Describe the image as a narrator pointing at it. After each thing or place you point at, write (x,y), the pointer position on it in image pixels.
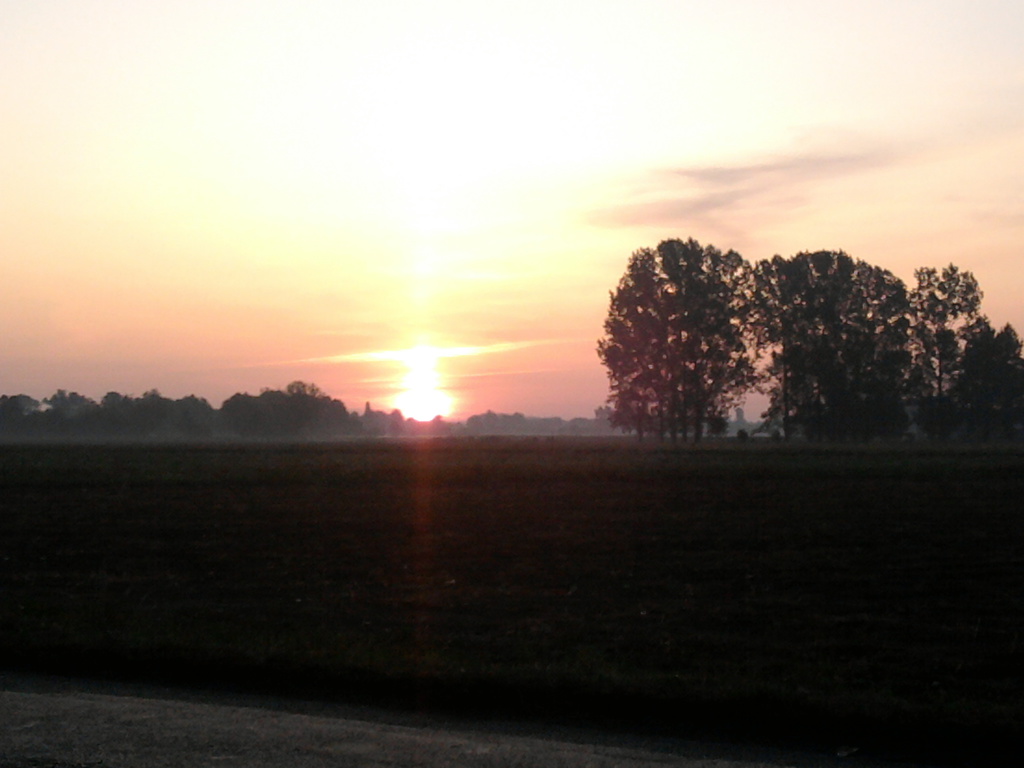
In this image I can see trees (731,340) in dark color. Background (968,210) the sky (473,227) is in white and light red color.
